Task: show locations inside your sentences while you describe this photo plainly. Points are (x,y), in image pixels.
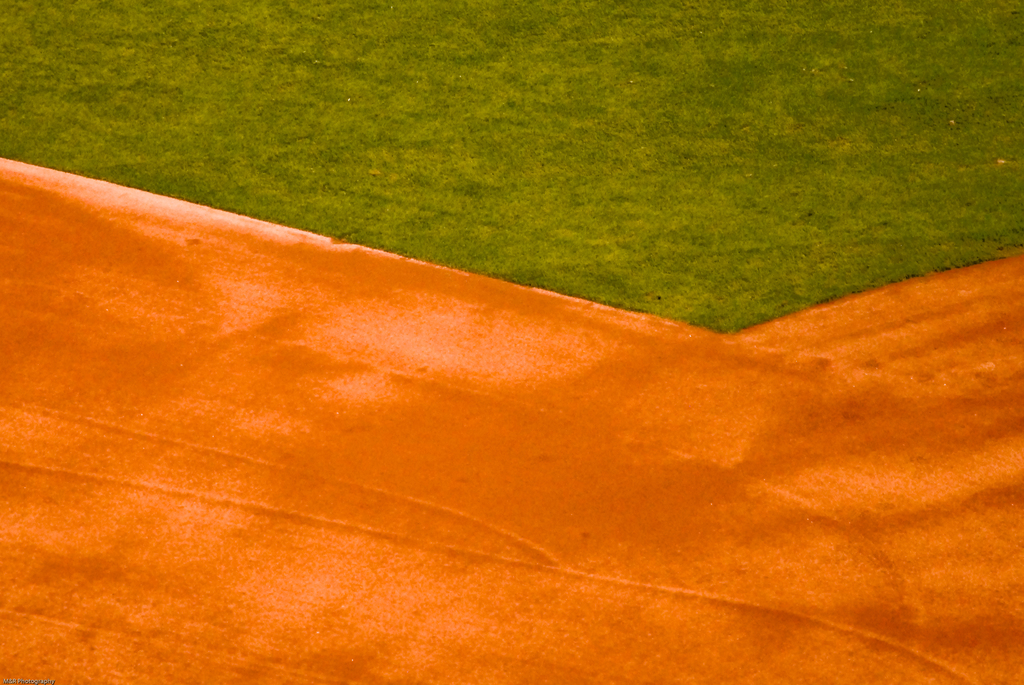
In this picture we can see grass (645,230), it looks like a ground (679,221).
